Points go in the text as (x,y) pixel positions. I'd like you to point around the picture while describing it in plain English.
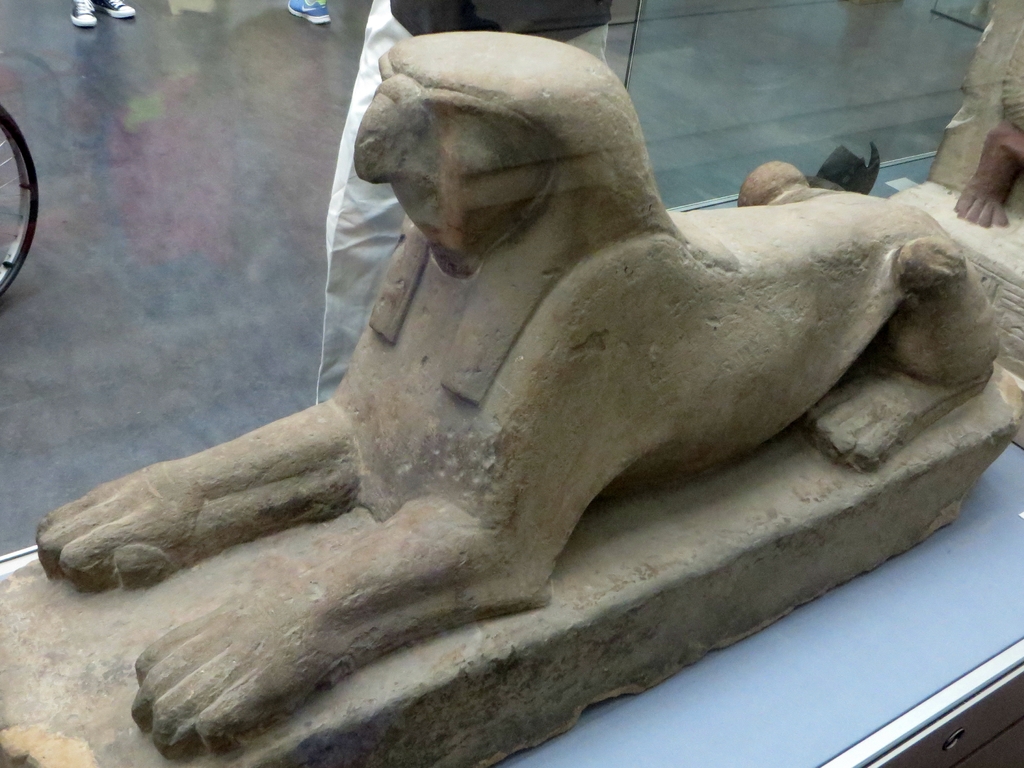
In the foreground of this image (418,546), there is a stone sculpture (425,535) inside the glass (259,189). In the background (455,7), there is a person (391,32), Tyre (23,226) of a cycle (18,184) and the shoes (302,15) on the top (90,21), on the floor (180,97).
